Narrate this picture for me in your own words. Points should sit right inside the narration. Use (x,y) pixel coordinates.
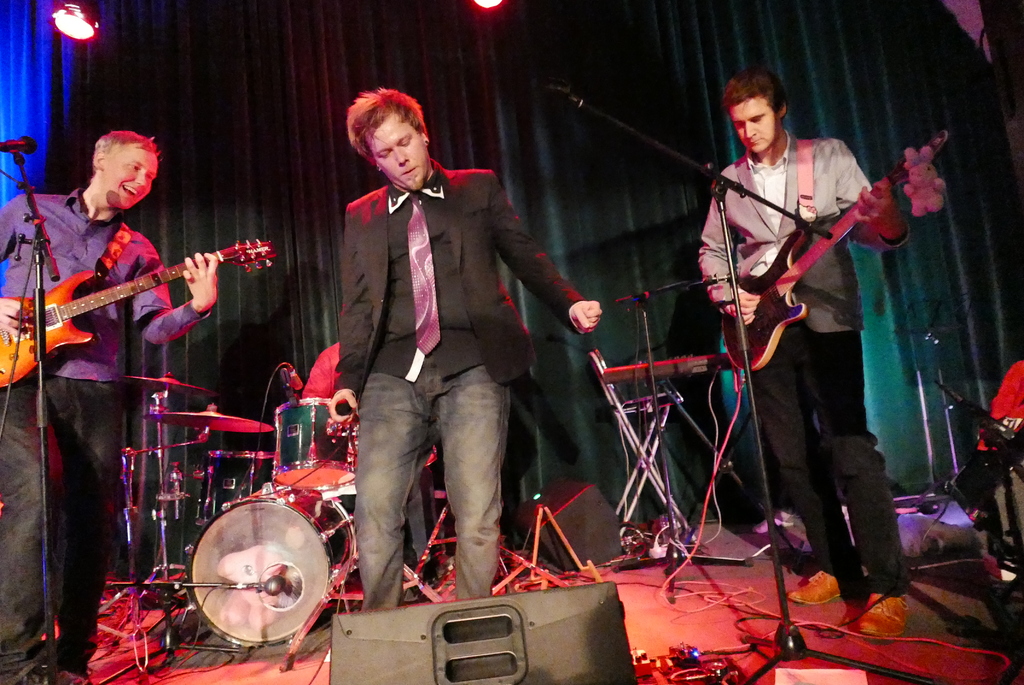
This picture describe that a group of three persons (417,297) performing musical show in the studio (388,480). Behind we can see black curtain (664,78) and on the right side (690,80). We can see a man (742,205) wearing grey coat (831,214) playing guitar (771,311). And in middle (426,317) a man (370,288) wearing black coat (358,296) singing, ON the left side (93,250) we can see a person (115,327) smiling and playing guitar (65,321). Down on the floor (157,650) we can see speakers (570,626) and some cables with band (274,559).
